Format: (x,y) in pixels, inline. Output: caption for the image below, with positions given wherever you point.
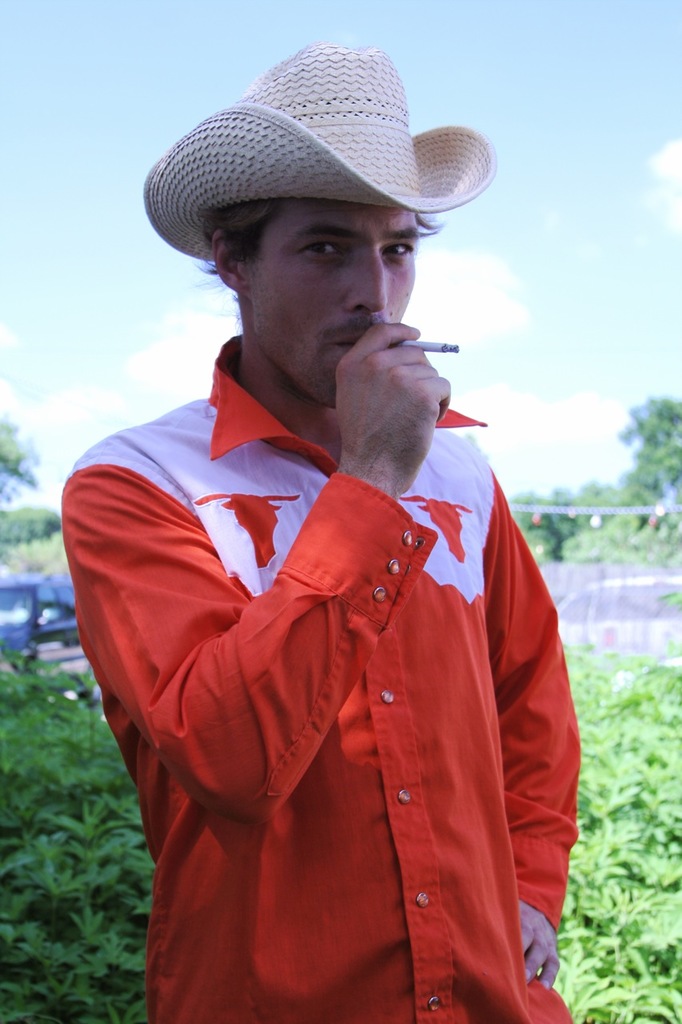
In this image we can see a man (349,773) is standing. He is wearing a shirt (479,773), hat (370,96) and holding a cigarette (407,345) in his hand (390,386). In the background (92,723), we can see greenery (604,542), car (43,579) and the sky (505,267) with clouds (479,281).
